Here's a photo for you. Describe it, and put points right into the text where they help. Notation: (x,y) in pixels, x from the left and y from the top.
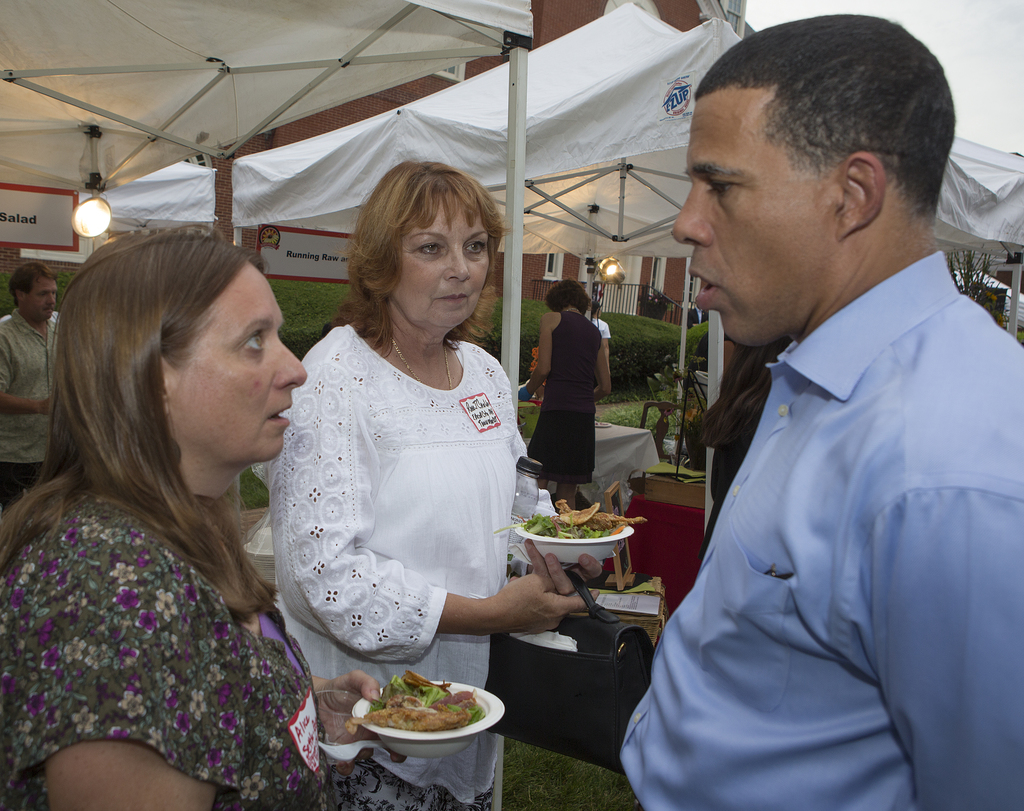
This image consists of a man (700,730) wearing a blue shirt (709,696). On the left (127,673), we can see two women (285,510) holding the bowl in which there is a food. In the middle (410,532), the woman (399,550) is wearing white dress (368,508). In the background (500,105), we can see many tents (662,170) in white color. At the bottom (567,782), there is green grass (570,770). In the background (560,364), we can see a woman (569,344) wearing a black dress (544,452) and there is a building (554,275) in brown color.
